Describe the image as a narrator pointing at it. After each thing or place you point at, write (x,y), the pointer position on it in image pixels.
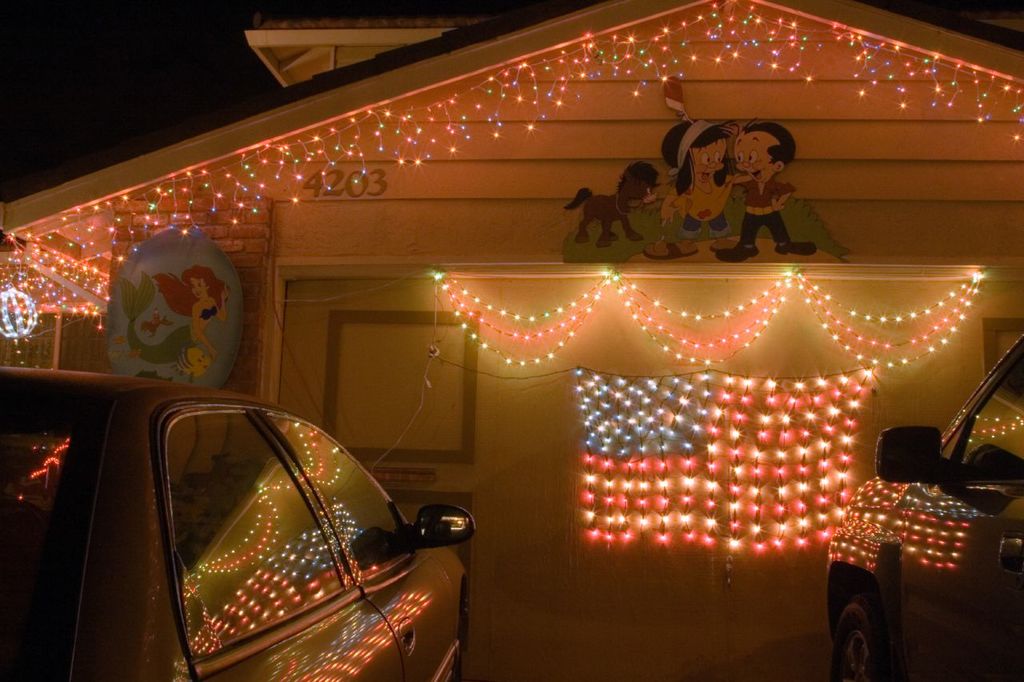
This is an image clicked in the dark. On the right (924,527) and left sides of the image I can see two cars (890,613). At the back (615,405) there is a house (394,157) decorated with the lights (696,425) and few cartoon boards (204,315) are attached to the walls (321,263).
